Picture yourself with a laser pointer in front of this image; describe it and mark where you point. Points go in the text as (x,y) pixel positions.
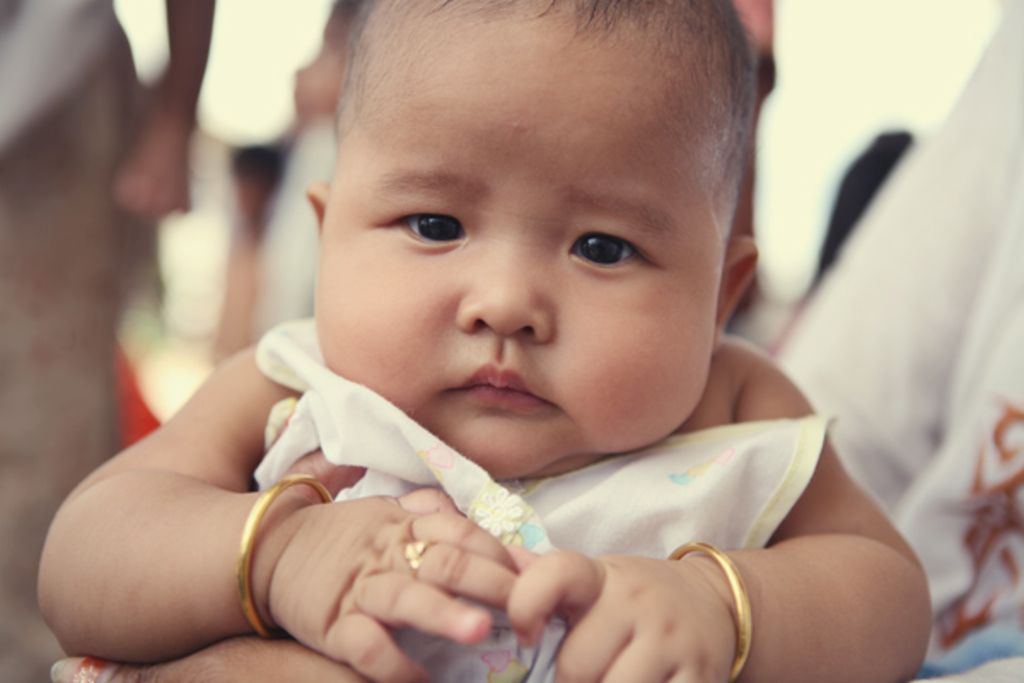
In the center of the image (390,260) there is a baby (344,631).
